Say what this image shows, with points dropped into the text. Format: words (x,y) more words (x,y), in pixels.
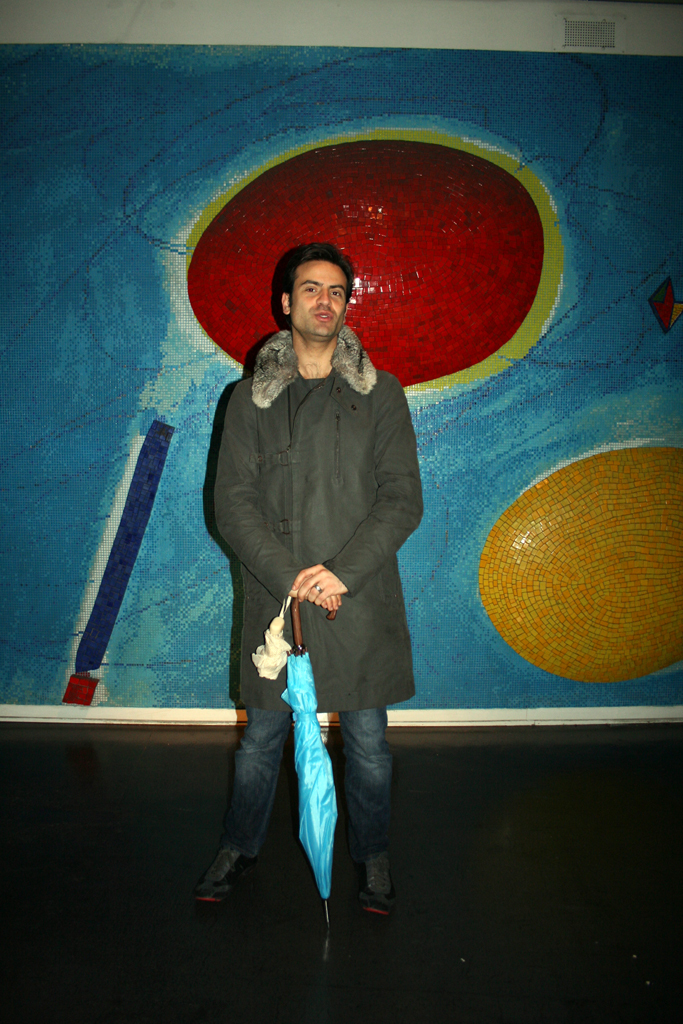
In this image, we can see a man (243,555) standing and he is holding a blue color umbrella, in the background (640,321) we can see the painting (202,319) on the wall (494,388).
